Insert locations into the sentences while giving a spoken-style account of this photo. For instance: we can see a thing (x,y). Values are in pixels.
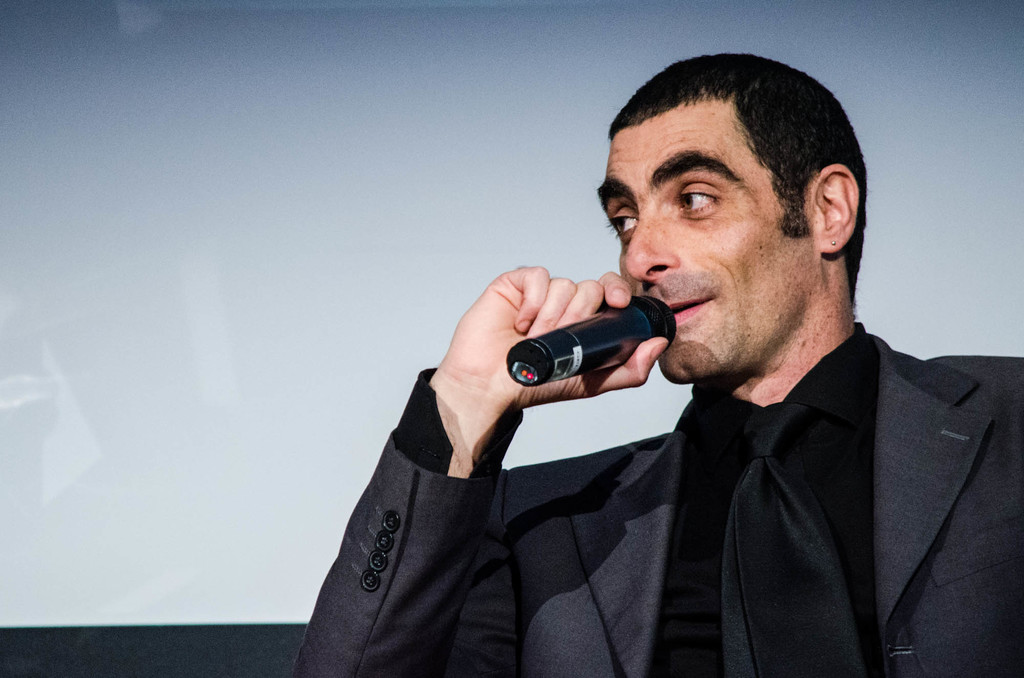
In this image I can see a person (705,516) wearing the blazer (974,547) and holding the mic (572,360).
